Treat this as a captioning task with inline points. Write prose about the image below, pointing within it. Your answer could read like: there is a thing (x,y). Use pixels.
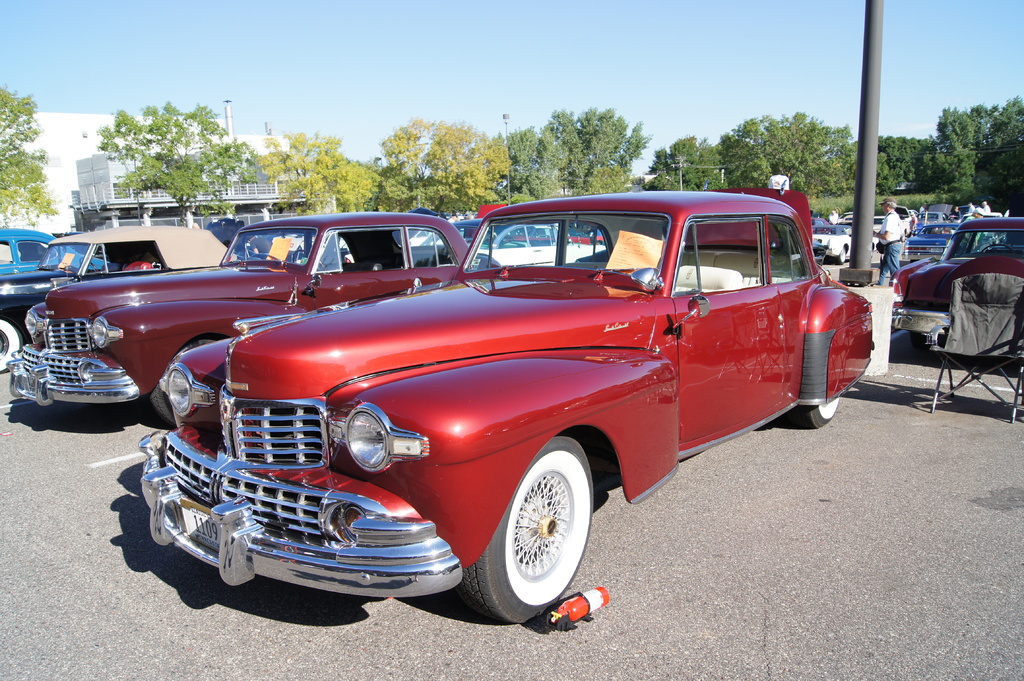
In this picture there are few vehicles (752,366) parked in a parking place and there are few persons (974,213) standing in the right corner (885,237) and there are trees (694,140) in the background (789,134) and there is a building (102,156) in the left corner (74,155).
